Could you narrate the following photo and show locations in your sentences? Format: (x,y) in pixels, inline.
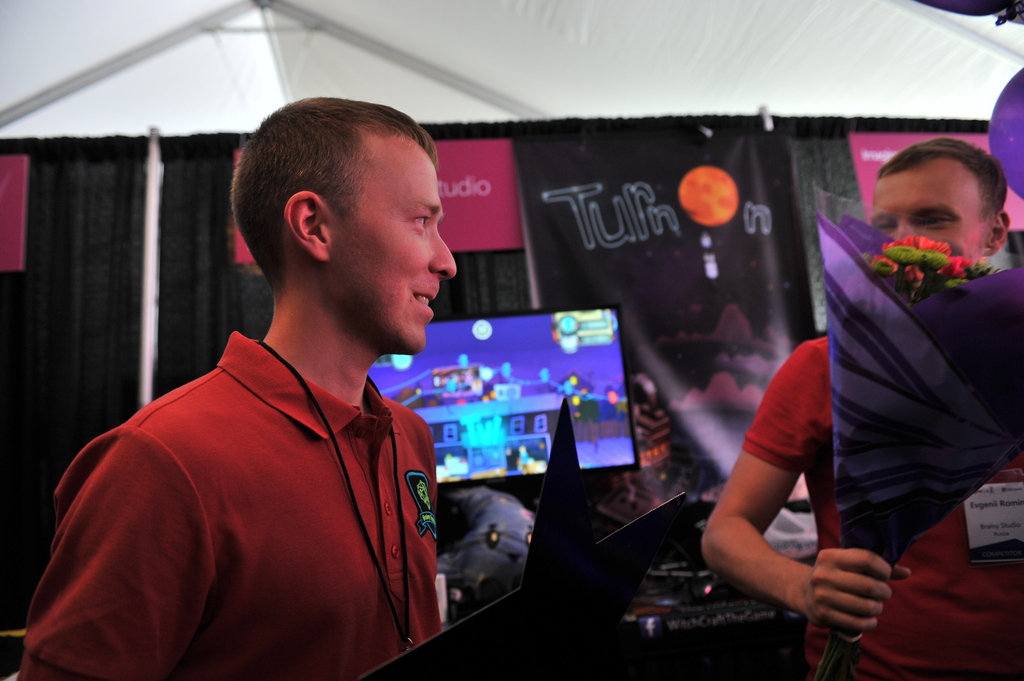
In this image I can see a person (313,414) wearing a red color t-shirt (313,414) and he is smiling and I can see another person (789,458) holding a bouquet (932,313) on the right side (975,325), at the top (815,23) I can see white color tent (858,25), in the middle (401,379) i can see screen (616,360).
